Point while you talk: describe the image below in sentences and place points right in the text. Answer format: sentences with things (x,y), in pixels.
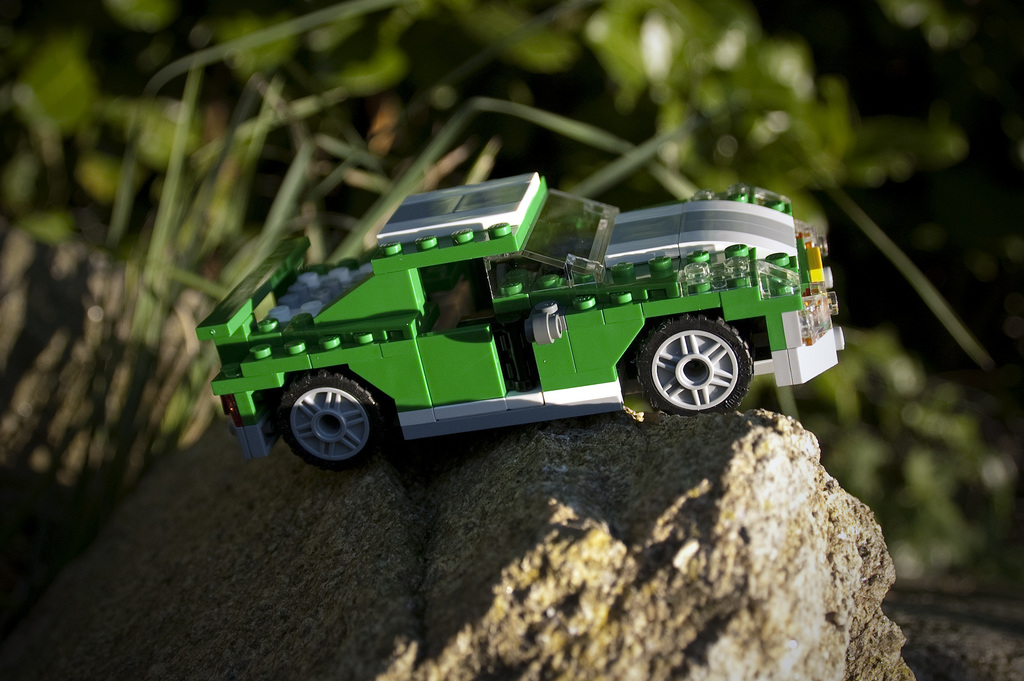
In this picture we can see a Lego vehicle (444,409) on the rock (464,436) and behind the vehicle (472,299) there is a blurred background (941,443).
